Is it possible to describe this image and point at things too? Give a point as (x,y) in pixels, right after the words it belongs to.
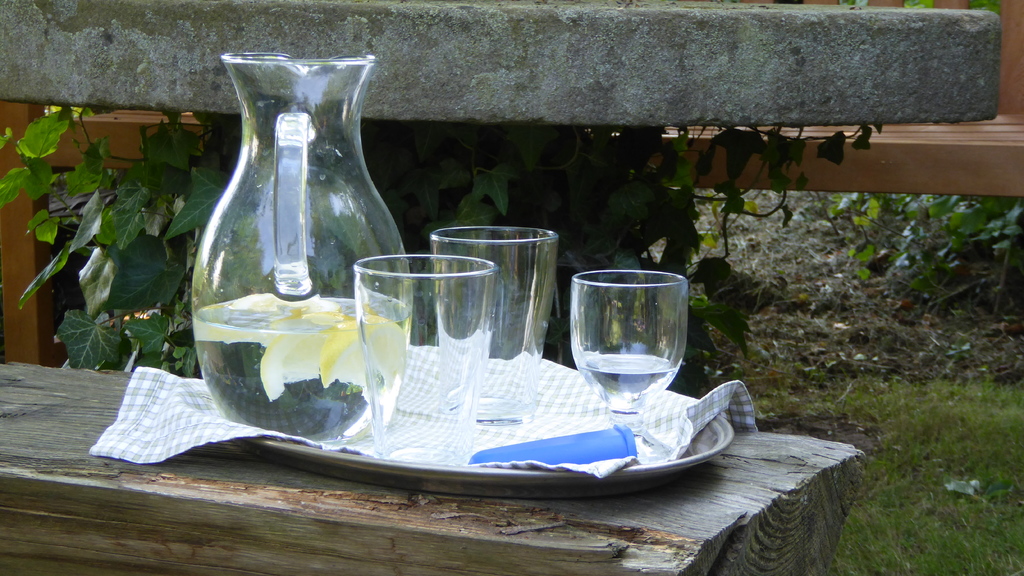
In this picture we can see a water jar (268,372) with some glasses (451,412) with the tray (484,490) is placed on the tree trunk (186,475). Behind we can see a wooden bench (932,125) and small leaves plant (133,268).
